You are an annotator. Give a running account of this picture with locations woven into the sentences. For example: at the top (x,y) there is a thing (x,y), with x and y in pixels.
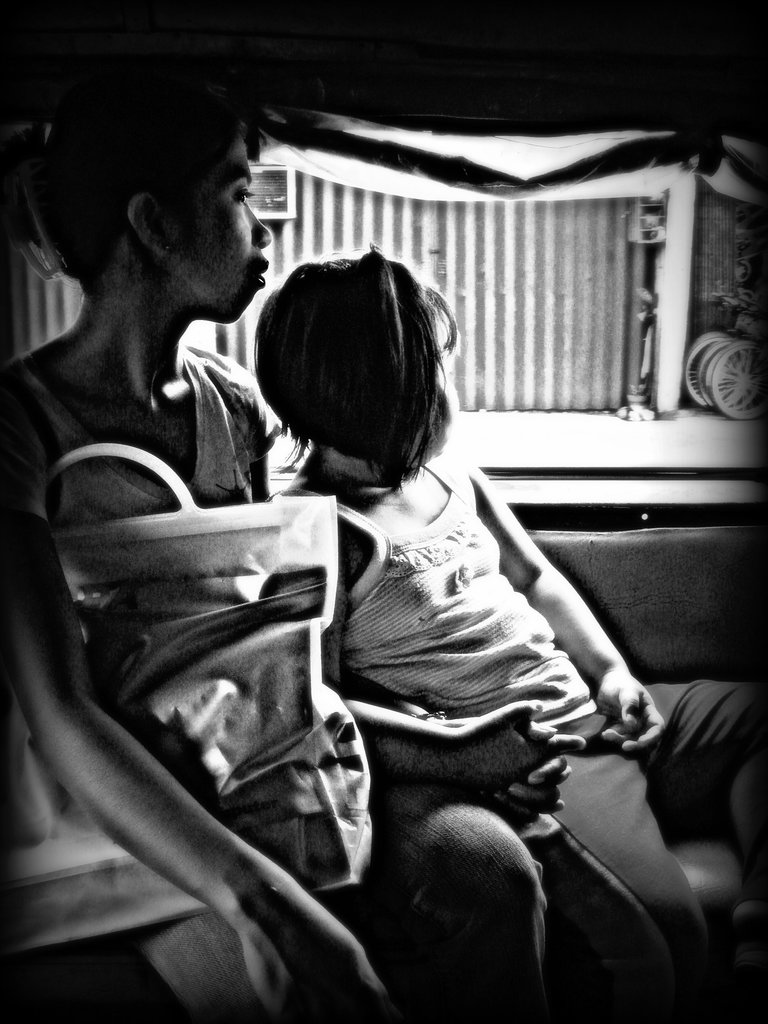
In this image we can see a black and white image. In this image we can see two persons (392,499) and other objects (212,698). In the background of the image (381,189) it looks like a fence (463,271) and other objects (672,278).
